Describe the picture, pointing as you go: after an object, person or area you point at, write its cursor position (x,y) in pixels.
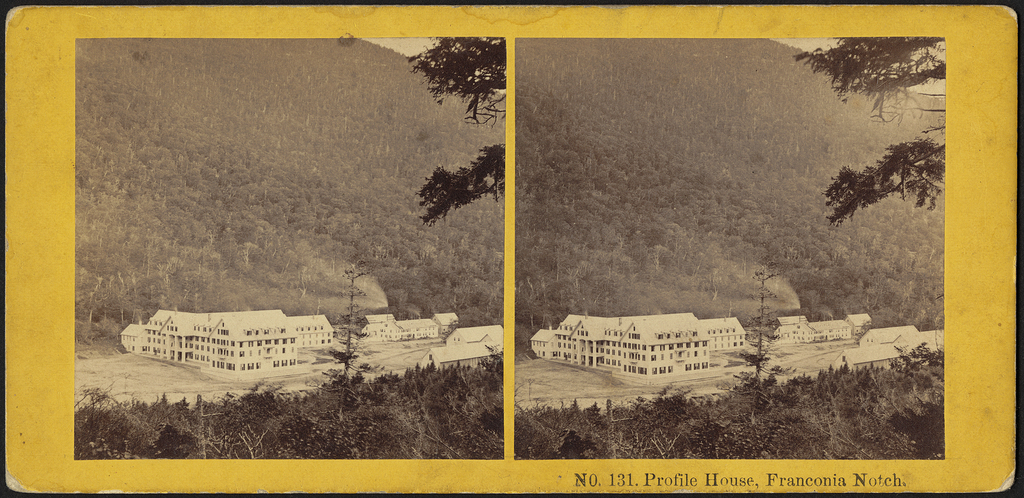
This picture is a collage of two images. We can observe white color buildings (372,327) in two images. There are some trees (250,241). In the background (317,93) we can observe a hill (683,89). We can observe black color text (699,479) on the right side (702,476). There is yellow color border (631,473).
